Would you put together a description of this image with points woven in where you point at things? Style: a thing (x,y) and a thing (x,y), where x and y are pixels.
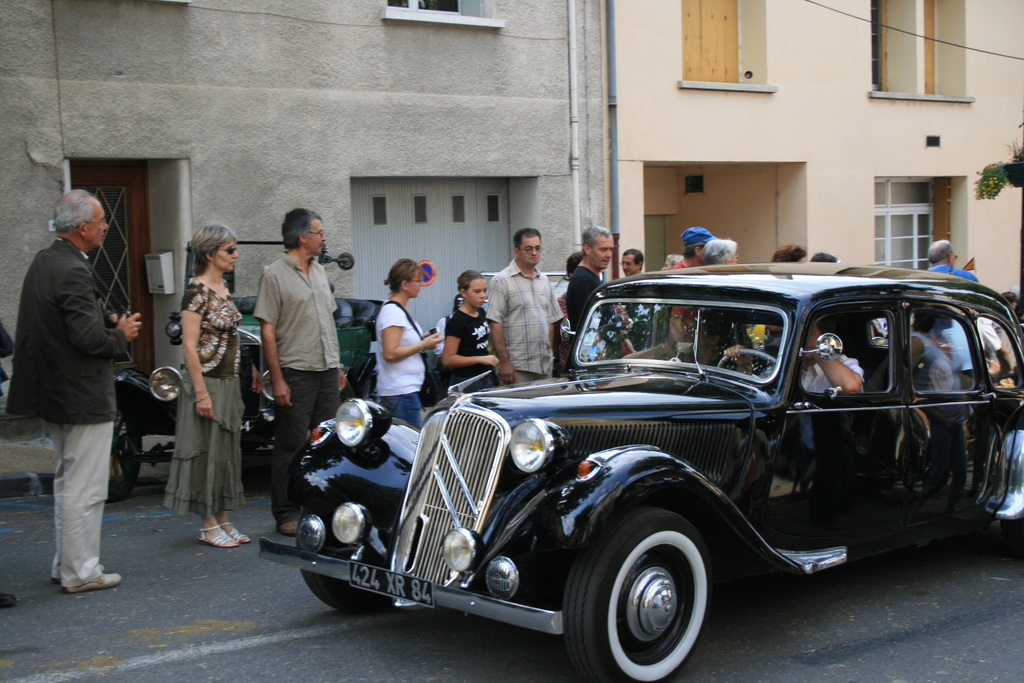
It's a car (691,385) on the road (831,597). In the left side (220,451) there are people (290,377) standing behind them there are buildings (645,38).
